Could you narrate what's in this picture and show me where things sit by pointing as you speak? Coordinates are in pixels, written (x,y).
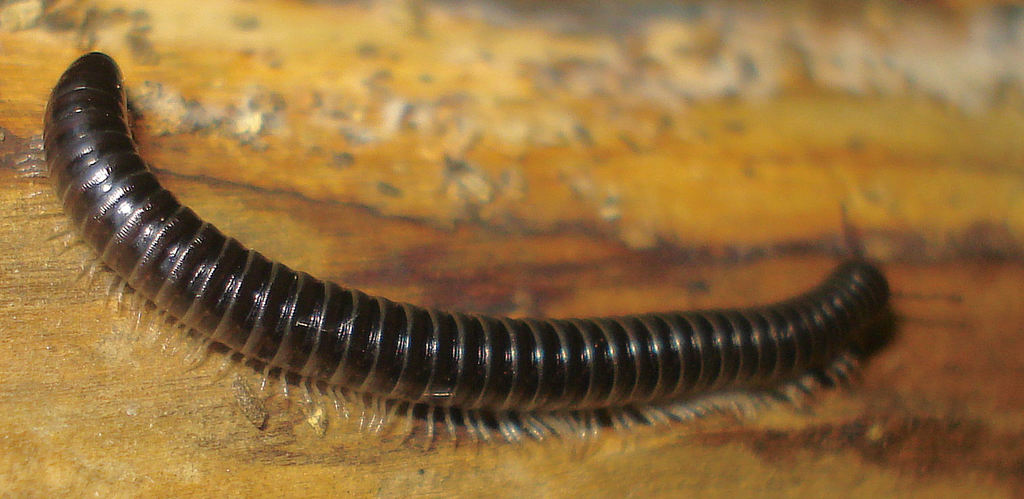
In this image we can see the insect (71,173) on the wood (454,151).
